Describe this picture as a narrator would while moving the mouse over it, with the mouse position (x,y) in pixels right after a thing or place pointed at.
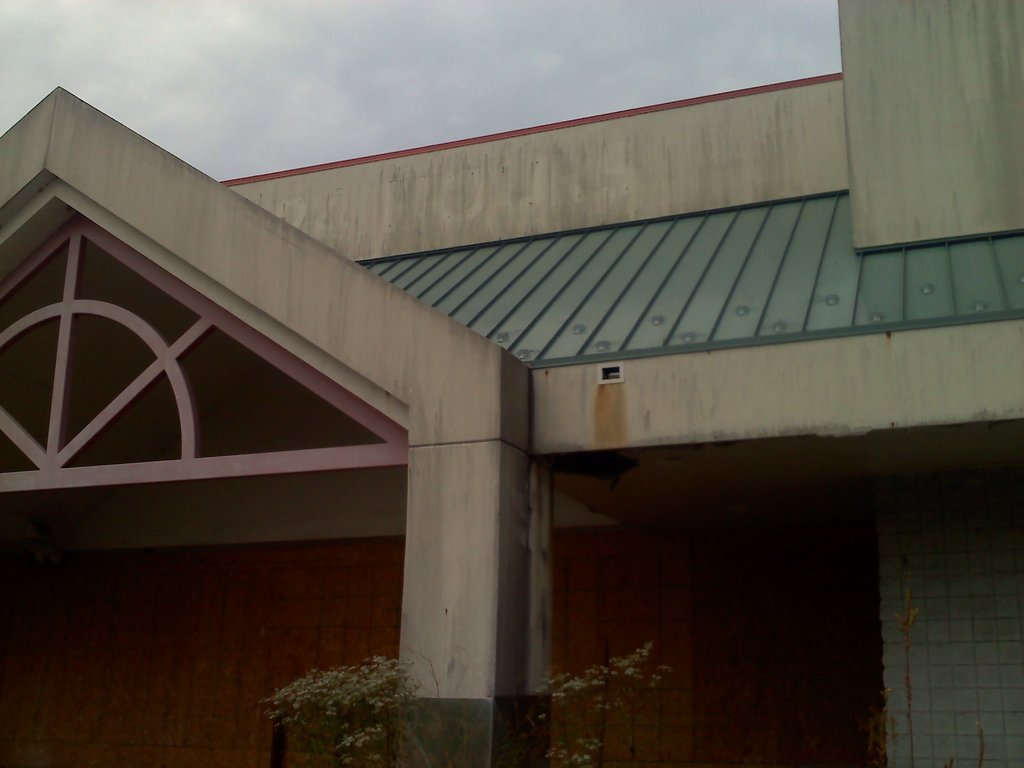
In the background (758,29) we can see the sky (540,29). In this picture we can see a house (939,508), wall (940,617) and pillar (502,712). At the bottom portion of the picture (369,764) we can see a plant (657,678).
